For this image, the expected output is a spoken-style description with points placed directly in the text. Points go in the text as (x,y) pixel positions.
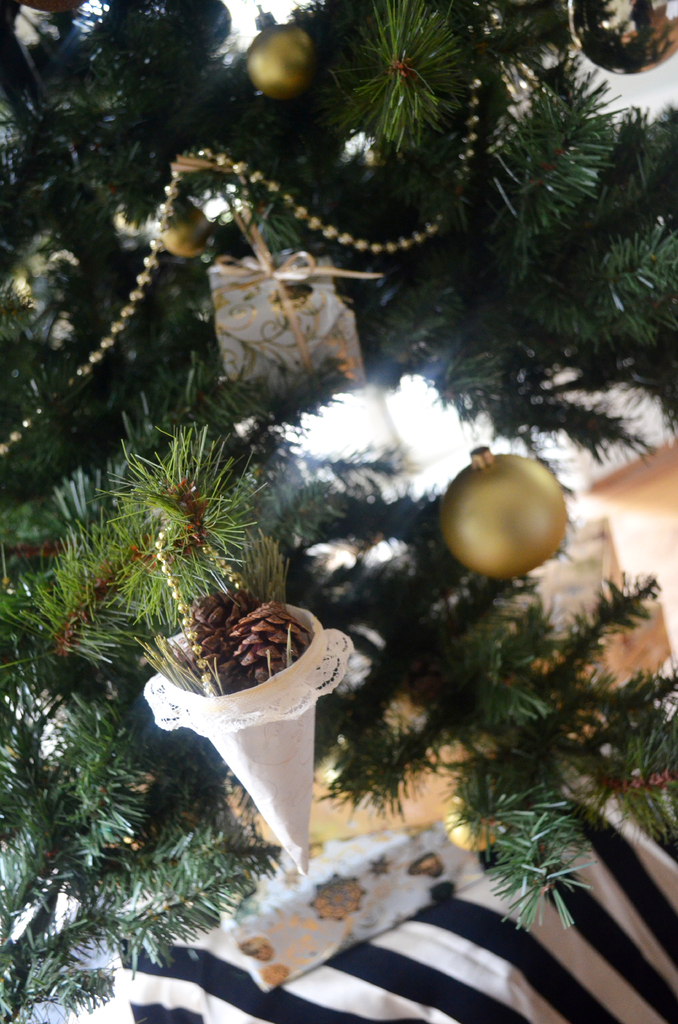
In this picture I can see there is a Christmas tree (235,245), there are few balls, decorations (265,246), gifts (266,255) arranged on the tree (221,810). There is a black and white cloth (419,914) at the bottom of the image (432,978).
